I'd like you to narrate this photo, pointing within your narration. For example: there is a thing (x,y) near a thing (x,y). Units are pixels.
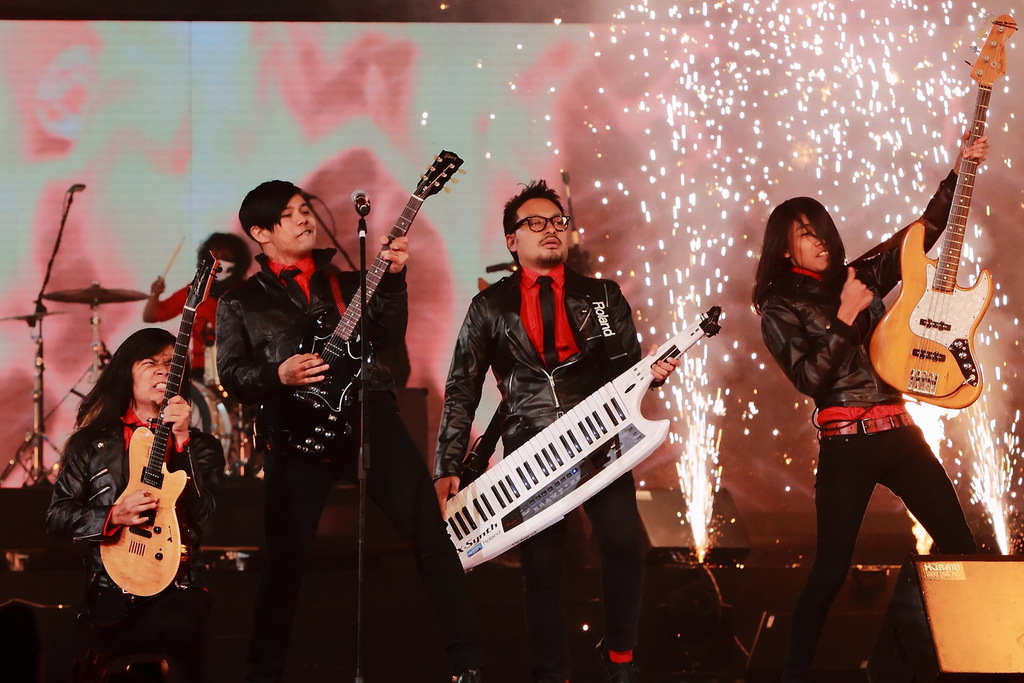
Here we can see three persons (932,244) are playing guitar (943,250). This is mike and there is a man (558,630) who is playing piano (552,450). On the background (423,149) there is a screen (288,141) and these are the sparkles (747,330). Here we can see some musical instruments (86,293).
